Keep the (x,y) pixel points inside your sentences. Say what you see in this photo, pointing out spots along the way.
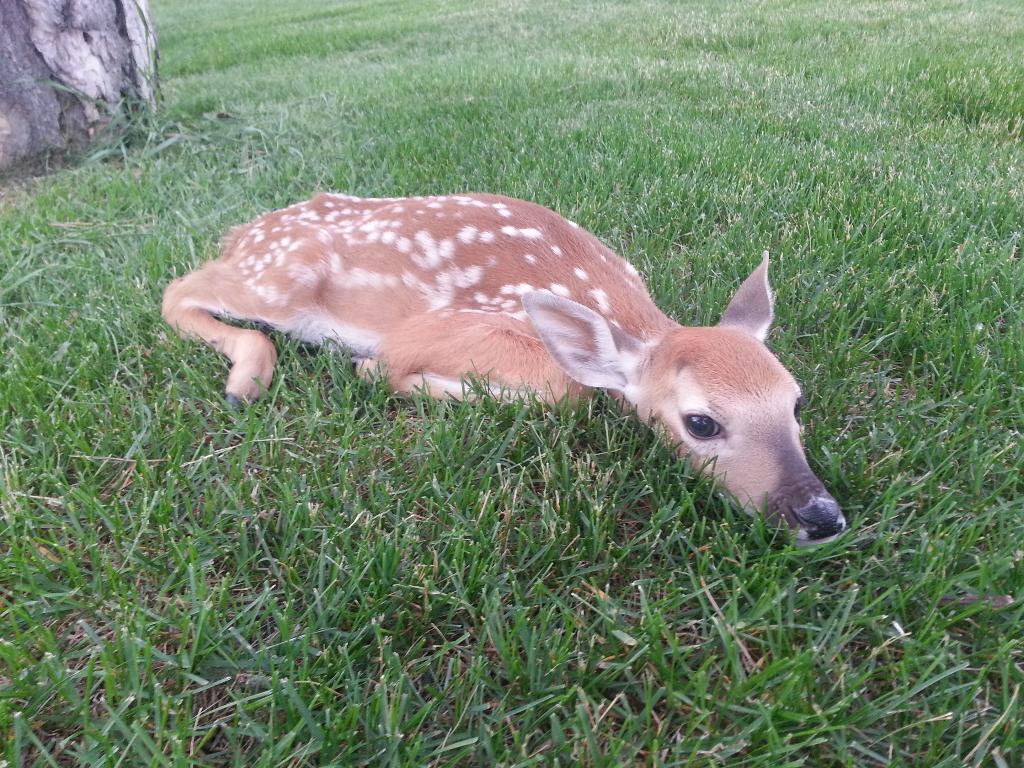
In this image, I can see a deer (325,249) lying on the grass (603,459). This looks like a tree trunk (105,59).
